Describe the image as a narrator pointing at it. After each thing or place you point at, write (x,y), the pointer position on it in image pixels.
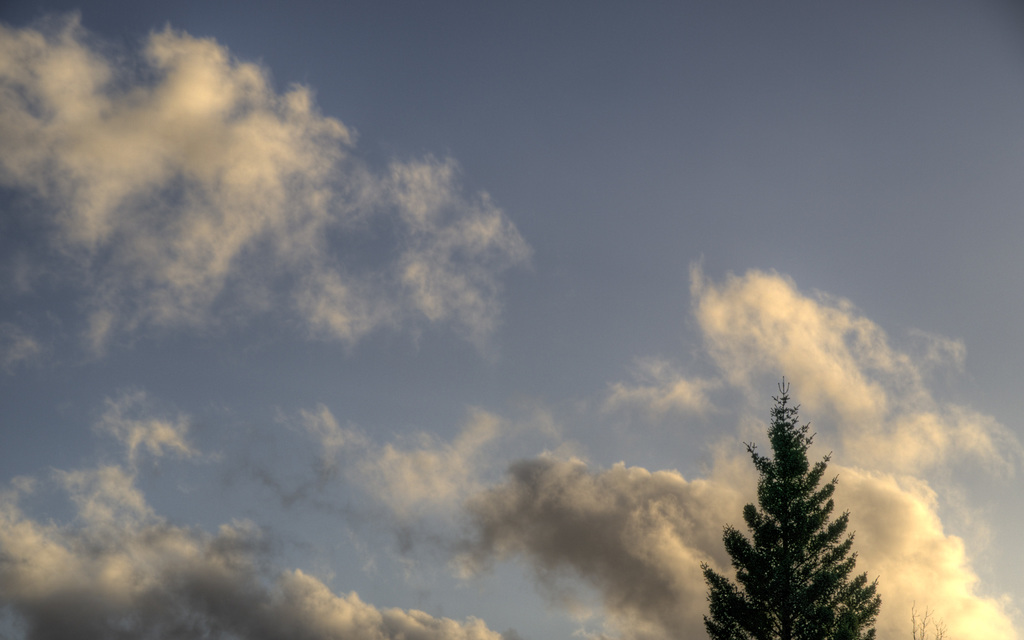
In this image there is a tree (805,525) and a cloudy sky (484,300).
